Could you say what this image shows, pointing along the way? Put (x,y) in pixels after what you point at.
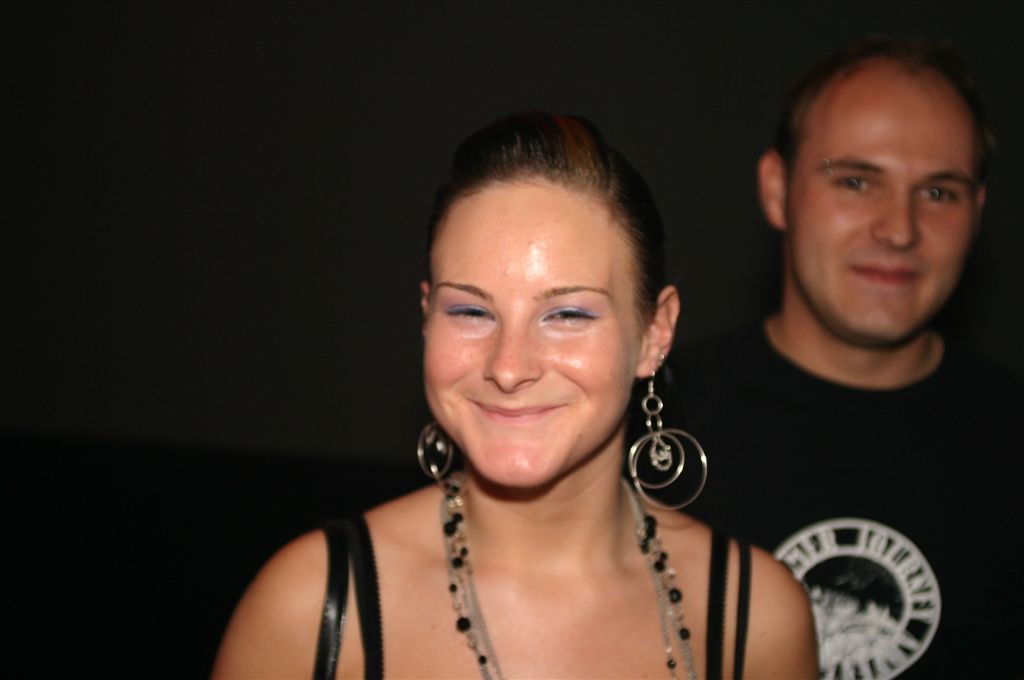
In the foreground of the picture (701,483) there is a woman (388,569), she is smiling. Behind her there is a man (881,495) in black t-shirt (857,442), he is also smiling. The background (117,616) is dark.
